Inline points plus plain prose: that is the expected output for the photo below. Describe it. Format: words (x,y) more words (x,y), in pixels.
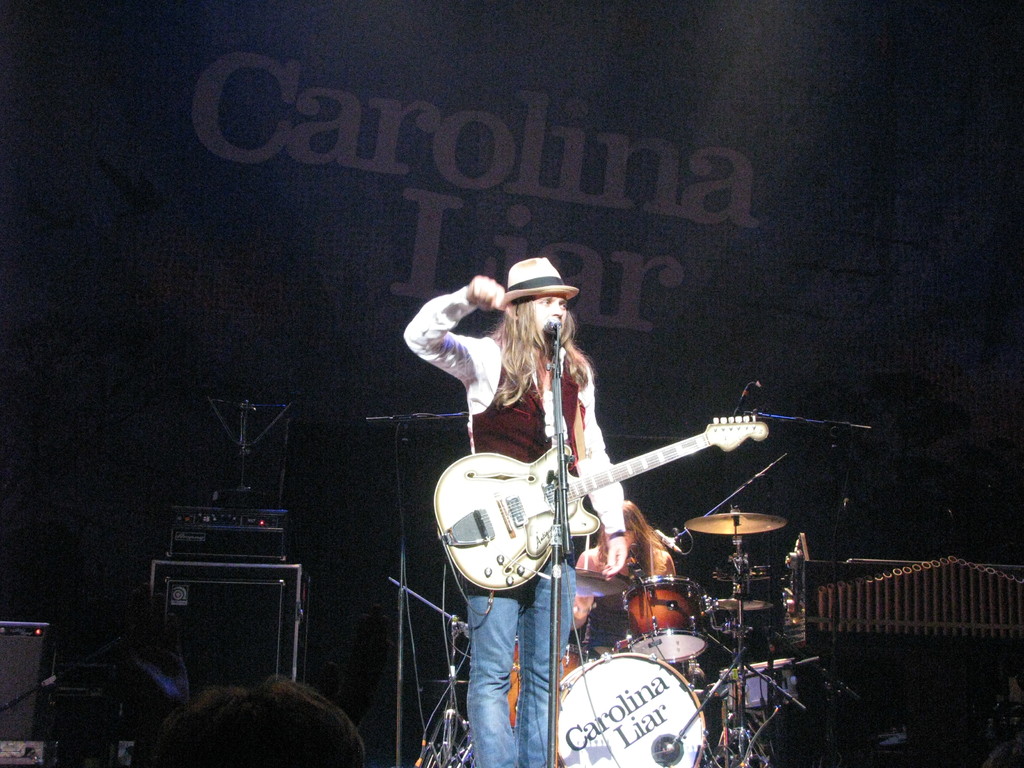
In this image i can see a person (615,507) standing and holding a musical instrument (524,534), there is a micro phone (553,323) in front of a person (563,308) there are few musical instrument (661,609) at the back ground (799,288) i can see a board (646,264).
